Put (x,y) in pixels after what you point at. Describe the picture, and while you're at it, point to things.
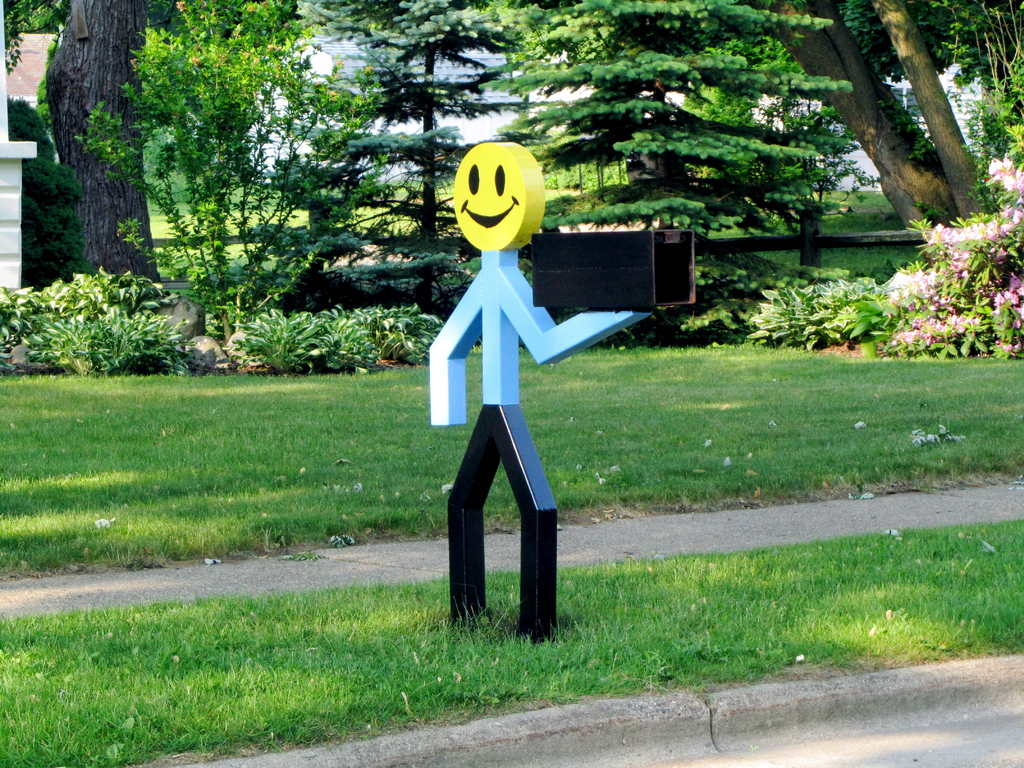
In the image man statue (467,578) standing in between the face (504,210) is in yellow colour and its holding black colour box (636,269) and the ground (620,600) is covered with grass (333,404). There are lot of trees (430,80) all around and on the ground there are lot of plants (56,328).
